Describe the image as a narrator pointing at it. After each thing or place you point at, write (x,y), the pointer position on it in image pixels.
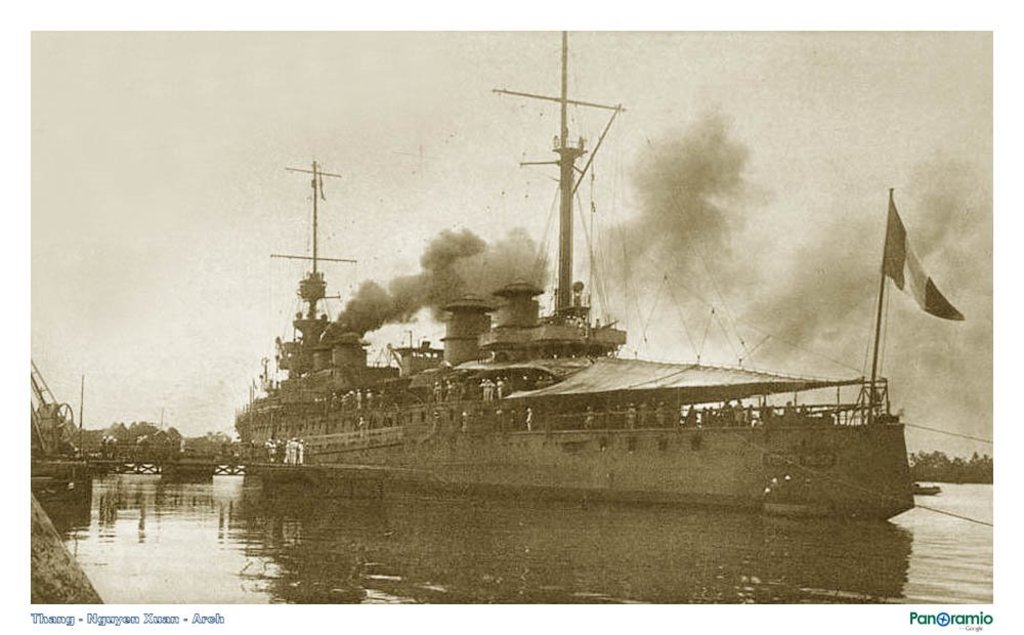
In this image I can see an old photograph (469,448) in which I can see the water (368,562), a huge ship (443,469) on the surface of the water (322,540), a flag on the ship (863,396) and a black smoke (422,291) coming from the ship (508,293). In the background (128,447) I can see few trees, few persons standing on the bridge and the sky (73,223).
